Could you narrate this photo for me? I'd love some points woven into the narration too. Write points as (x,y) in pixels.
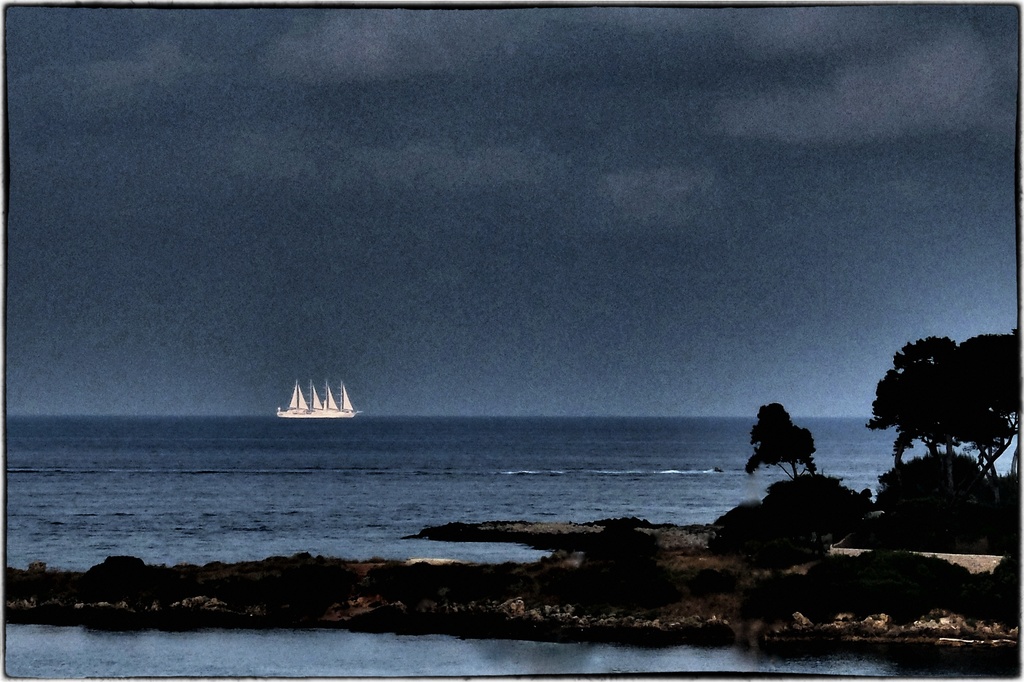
We can see water (556,495) and trees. A far we can see ship (340,387) and we can see sky (358,249).
